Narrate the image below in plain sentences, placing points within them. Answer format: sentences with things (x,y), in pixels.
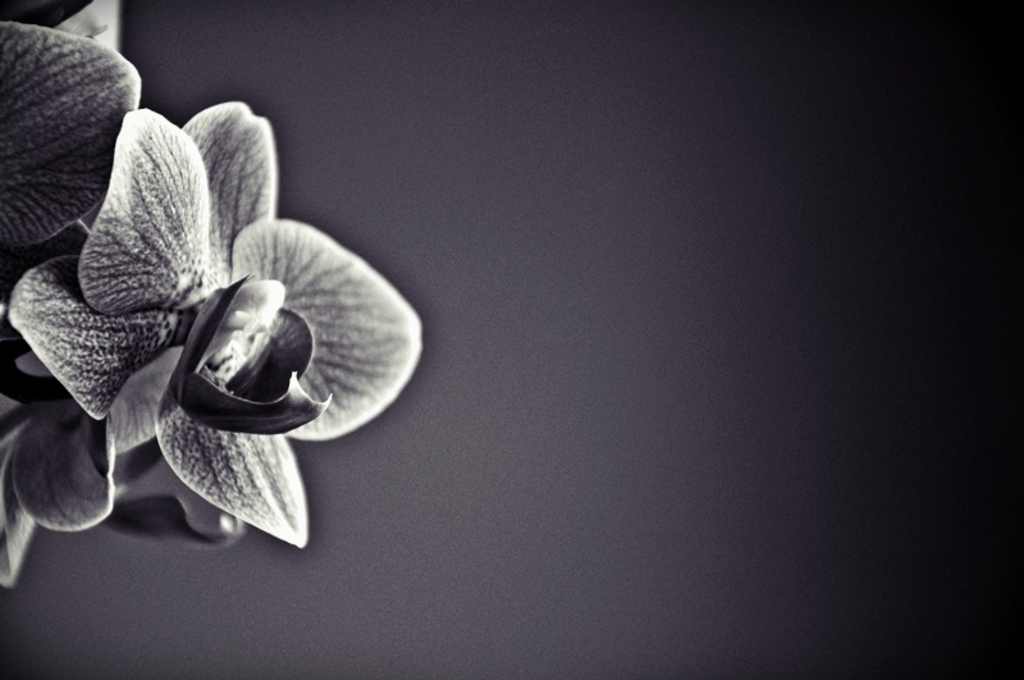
In this image, on the left (173,352) there are flowers (164,309). The background (822,349) is dark.
